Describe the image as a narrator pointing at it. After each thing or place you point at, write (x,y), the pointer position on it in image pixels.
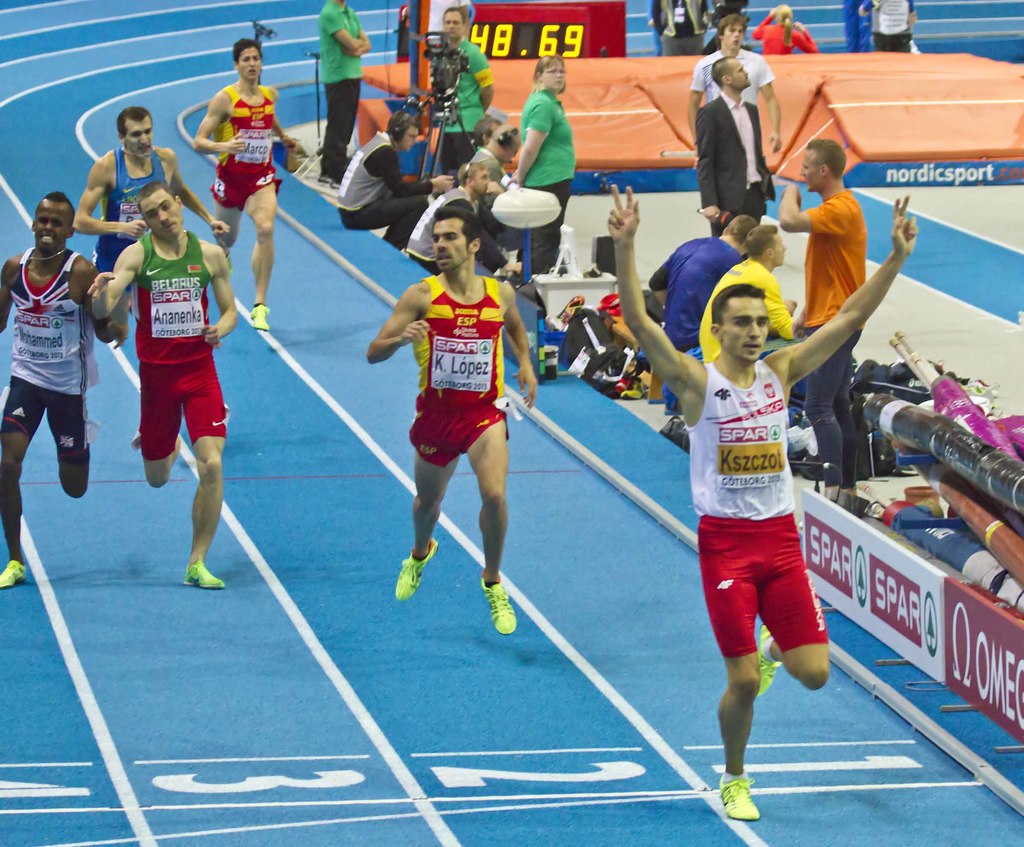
This is a track and field (303,655). Here I can see few men (486,320) wearing t-shirts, shorts (435,436), shoes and running. In the background (821,227) few people (550,100) are standing and few people (363,167) are sitting. There is a camera stand (441,109). There are few bags (565,341) and some other objects (918,425) are placed on the ground (973,337).
